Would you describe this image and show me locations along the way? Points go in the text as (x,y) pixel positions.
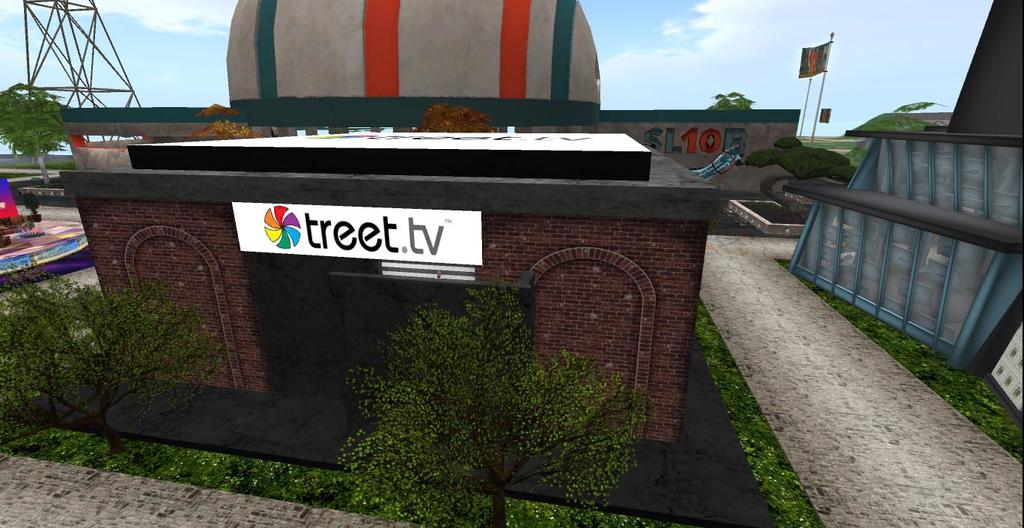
The picture is an animation. In the foreground of the picture (378,273) there are trees (429,452), grass (281,473), board (325,226) and building (488,281). On the right (942,173) there is building (921,229). In the background (618,113) there are trees (61,121), stones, hoarding (715,154) and constructions (520,93). On the left (28,249) there is an object (16,227).
